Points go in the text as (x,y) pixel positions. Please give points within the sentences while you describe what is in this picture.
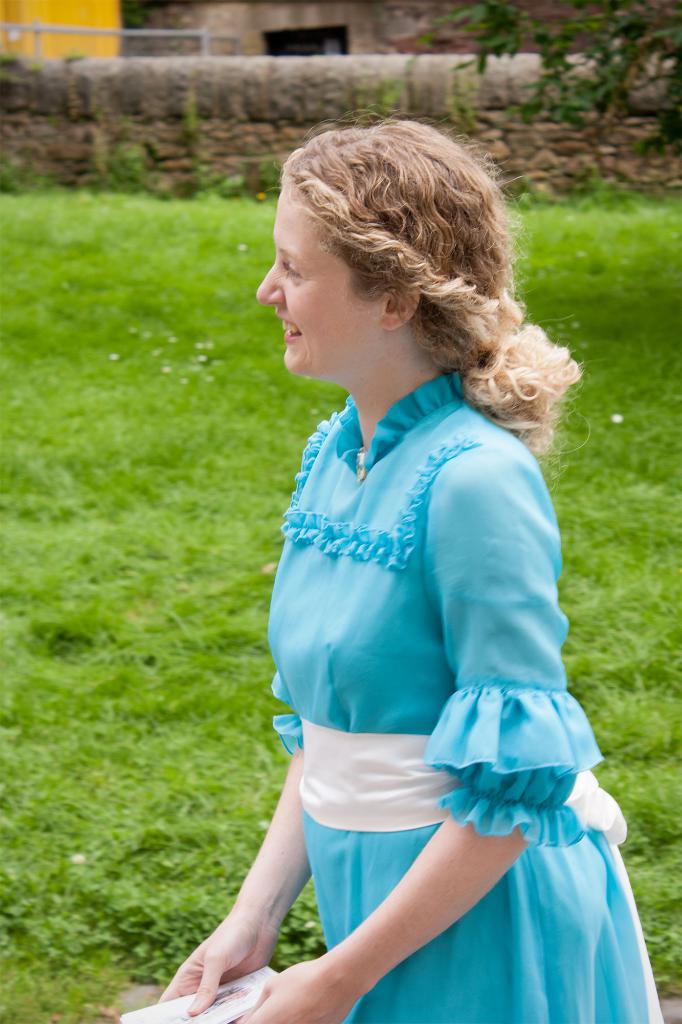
In this image we can see a woman (500,512) wearing blue color dress (445,665) and holding an object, also we can see the wall (200,114), grass (119,760), trees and a house (250,14).
